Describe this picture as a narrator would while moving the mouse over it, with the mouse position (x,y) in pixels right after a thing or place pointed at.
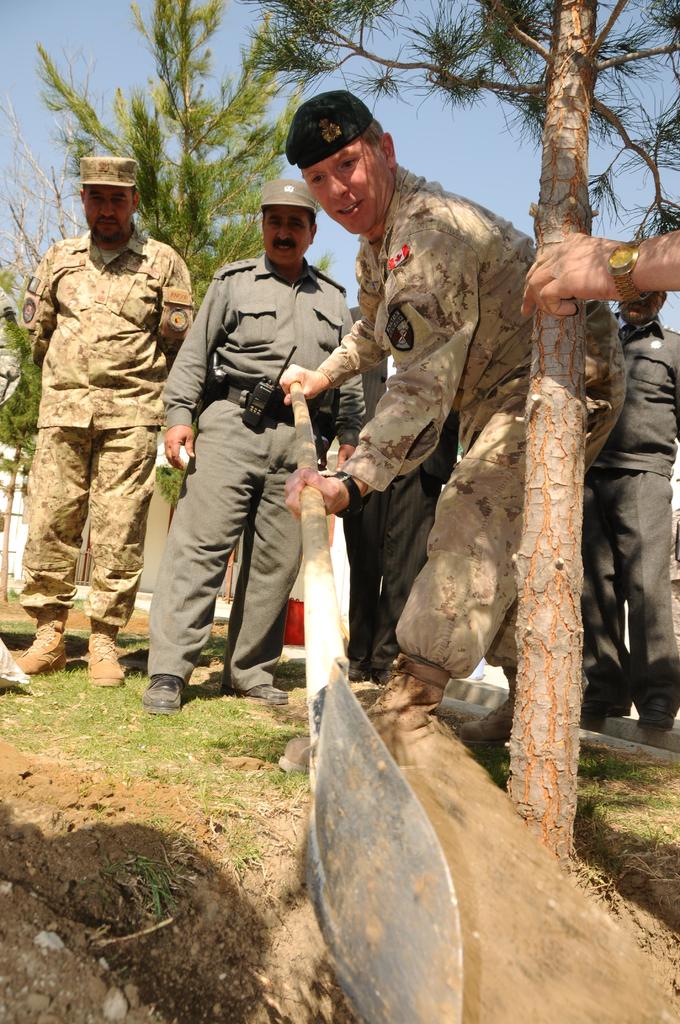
In this picture there is a soldier (357,486) digging the ground (479,910) with Shovel (340,718). Beside we can see a policeman (225,451) standing and watching him. In the background (46,159) there are some trees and in the front (566,655) small tree trunk (555,339).
